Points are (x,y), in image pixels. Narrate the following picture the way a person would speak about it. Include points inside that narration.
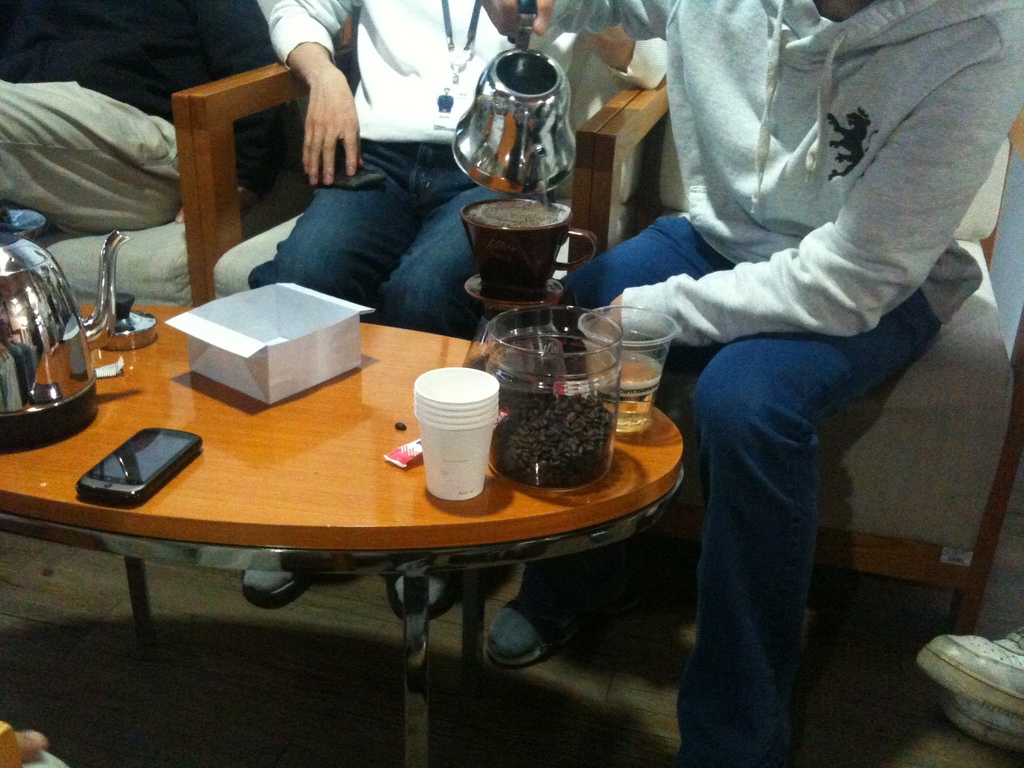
In this picture i could see the persons (446,144) sitting on the chairs (589,226), in front on them there is a center piece table (312,407), on table (379,411) there are mobile phone (142,452), tea pot (87,332), white color box (305,346), glasses (450,412) and a bowl (575,405) with coffee beans (570,414) in it.
